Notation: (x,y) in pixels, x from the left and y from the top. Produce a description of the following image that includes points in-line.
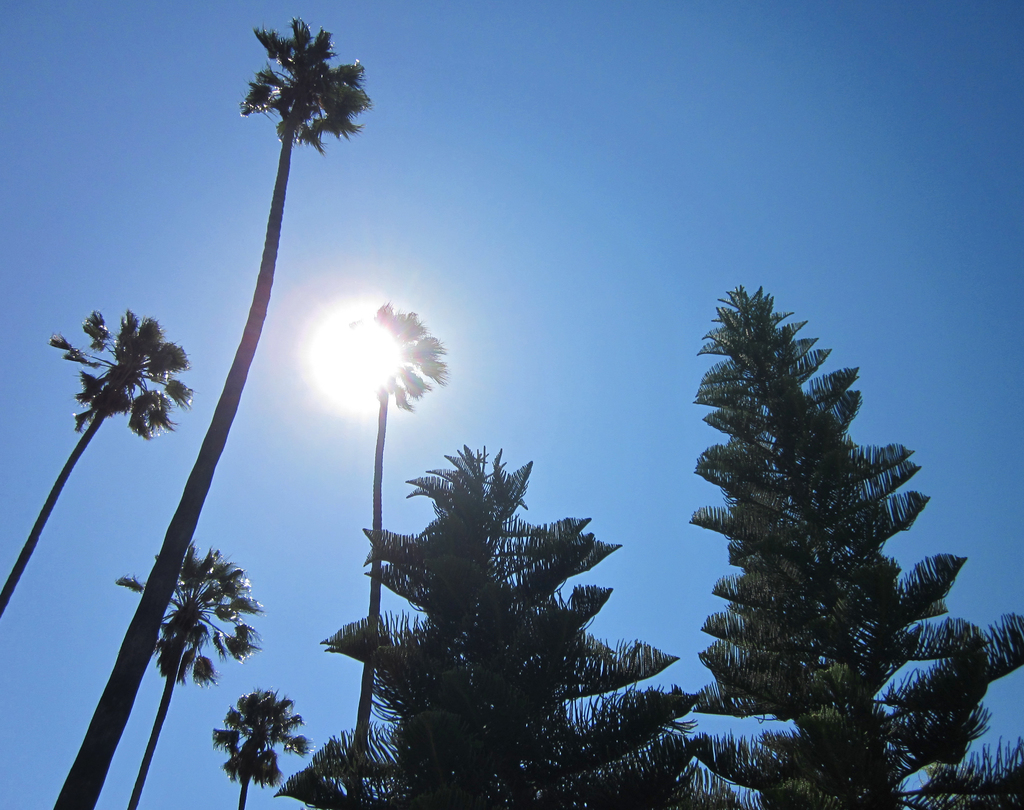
In this image, we can see the sun (363,355) in the sky (329,318). There are some trees (492,645) in the middle of the image (450,527).
